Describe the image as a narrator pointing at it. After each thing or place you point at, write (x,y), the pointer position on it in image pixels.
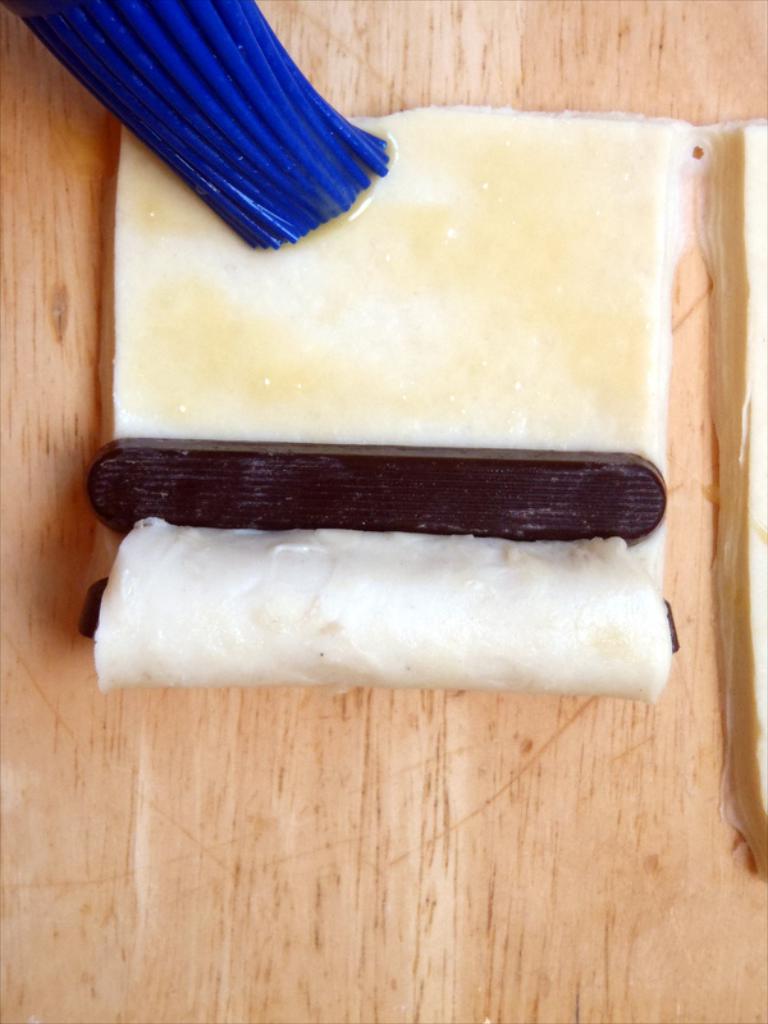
In this image, we can see a table (583,891). On that table (567,933), we can see some food item (491,378) and a blue color brush (318,202).
